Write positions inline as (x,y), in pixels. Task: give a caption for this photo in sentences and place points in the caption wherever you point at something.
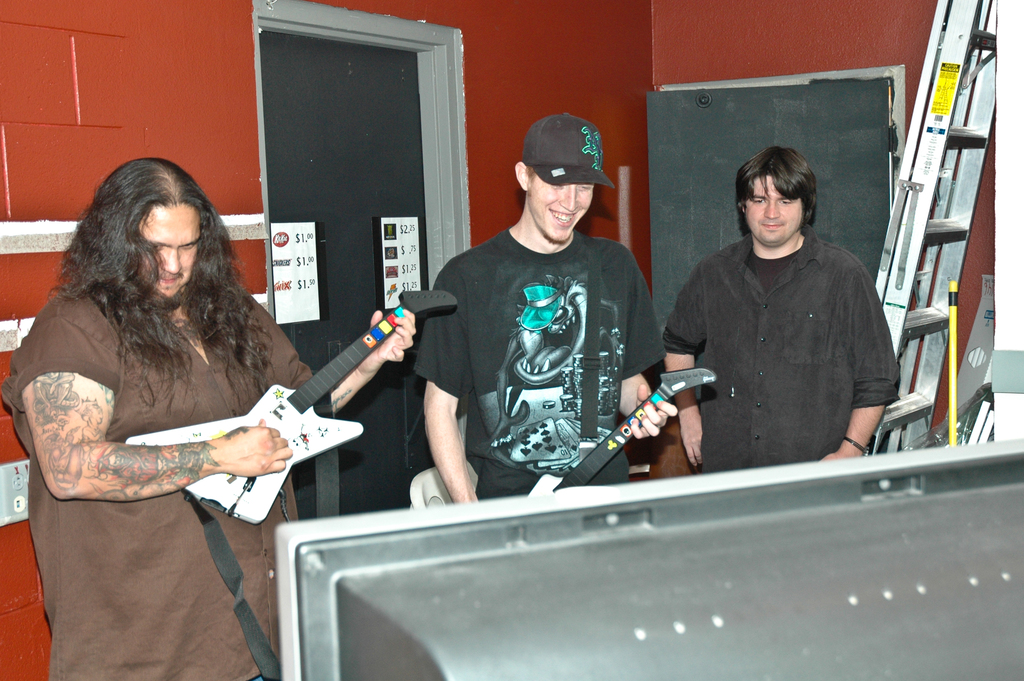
On the background (584,86) we can see a wall (601,63), a ladder (962,77). Here we can see three persons (629,348) standing and these two men (440,419) playing musical instruments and they hold a smile on their faces (583,205).
